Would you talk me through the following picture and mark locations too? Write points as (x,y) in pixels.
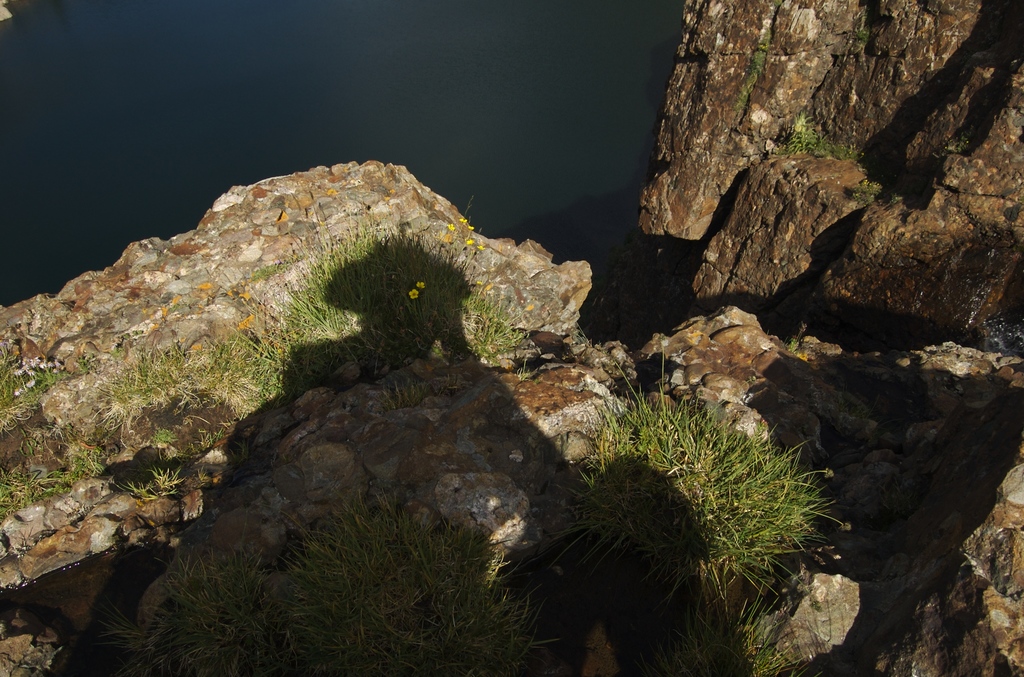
In this image there are rocks (385,217), grass (405,300) and water (304,69).
